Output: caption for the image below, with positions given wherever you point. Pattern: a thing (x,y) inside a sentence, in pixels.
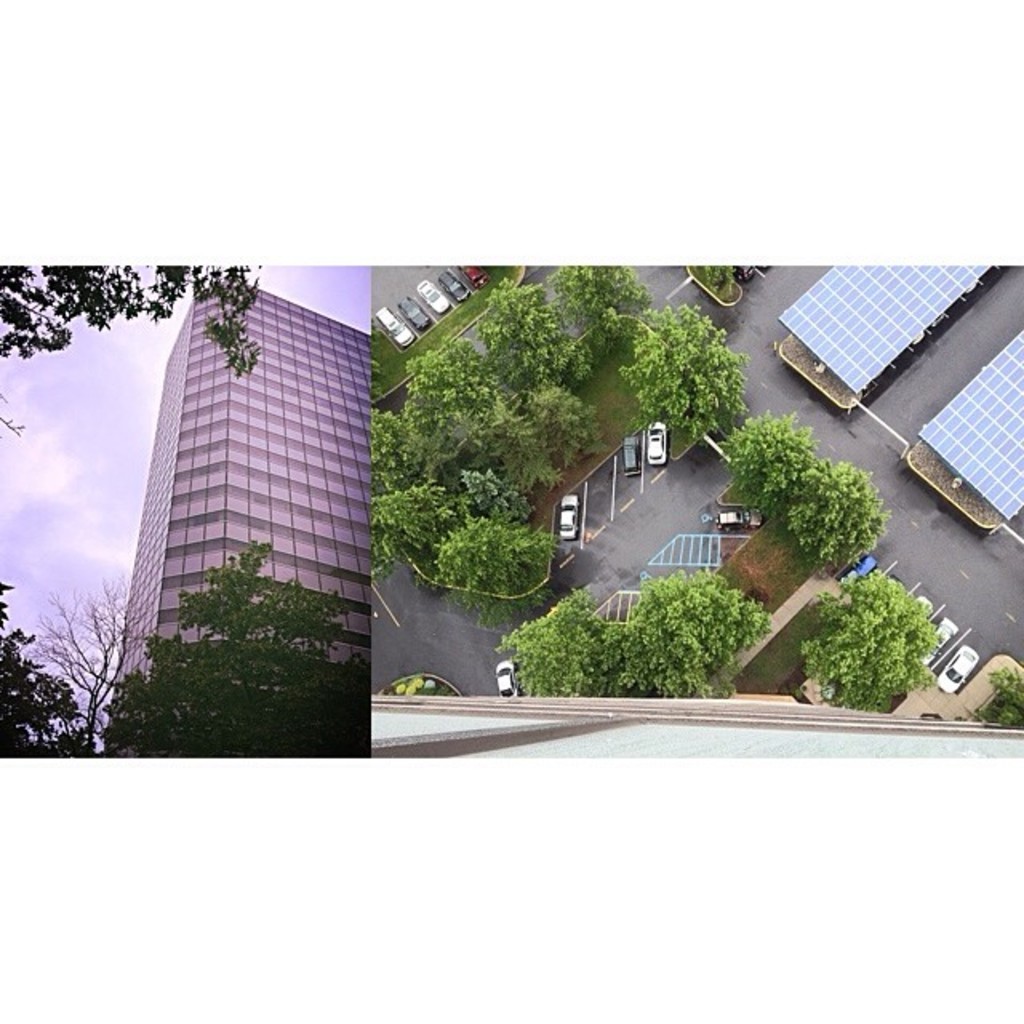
This image is a collage of 2 images. On the left side (207,529) there is a building (181,477) and there are trees (326,717) and the sky (90,506) is cloudy. On the right side of the image (712,480) there are cars (628,457) on the road (610,500) and there are trees (849,539) and there are solar panels (882,345).
